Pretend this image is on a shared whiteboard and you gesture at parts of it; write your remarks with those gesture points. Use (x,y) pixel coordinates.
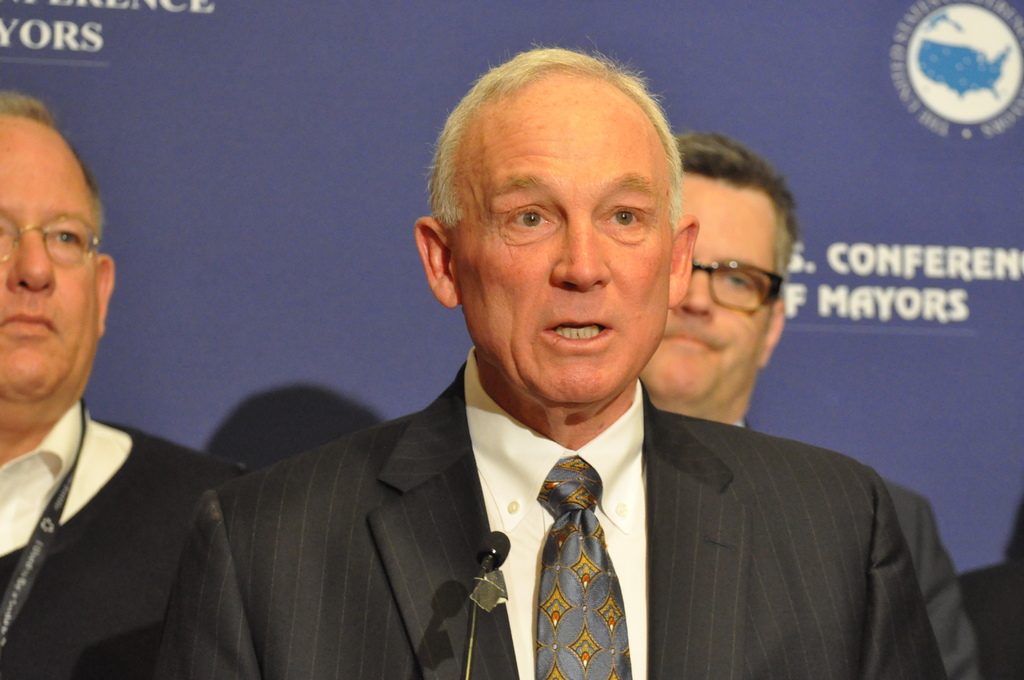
In the given picture, we can see three persons (946,672) standing, after that behind the people (508,558), we can see a poster (310,89) and there is something written on it.
